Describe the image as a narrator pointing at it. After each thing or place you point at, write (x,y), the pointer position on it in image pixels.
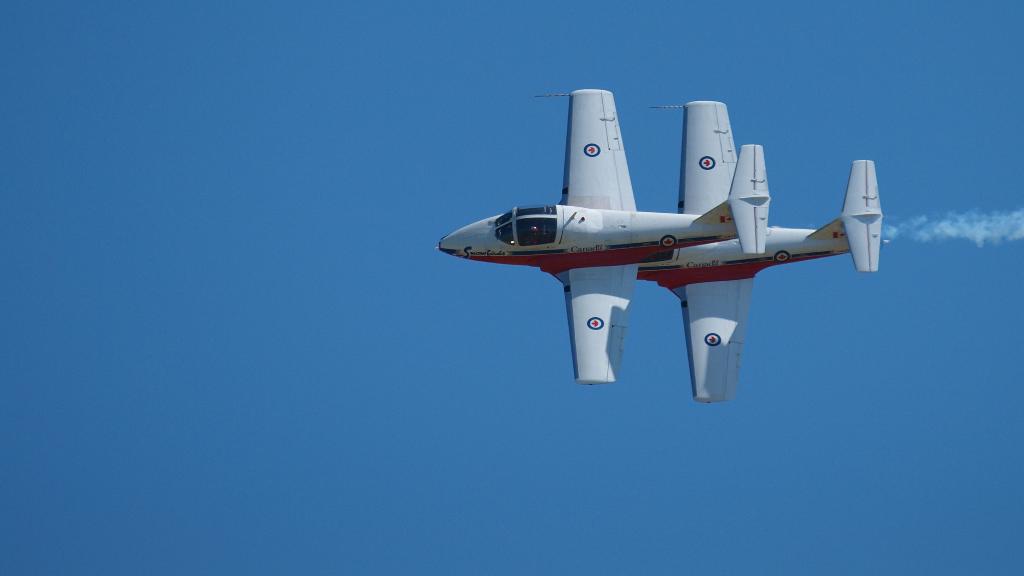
In this image there are two airplanes (445,238) in the sky (807,304).
